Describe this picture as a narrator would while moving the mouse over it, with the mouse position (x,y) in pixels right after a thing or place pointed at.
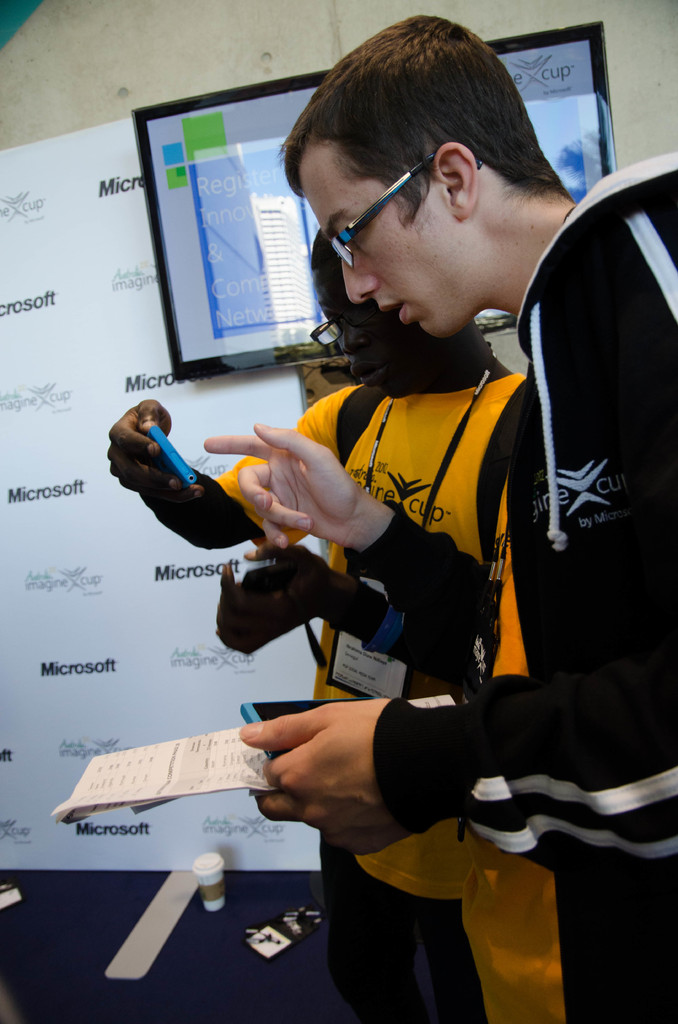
There are two people (512,494) standing and wore glasses (338,336) and holding mobiles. Background we can see banner (69,284), wall (193,93) and screen (159,272). We can see cup (208,909) on the floor (180,926).
